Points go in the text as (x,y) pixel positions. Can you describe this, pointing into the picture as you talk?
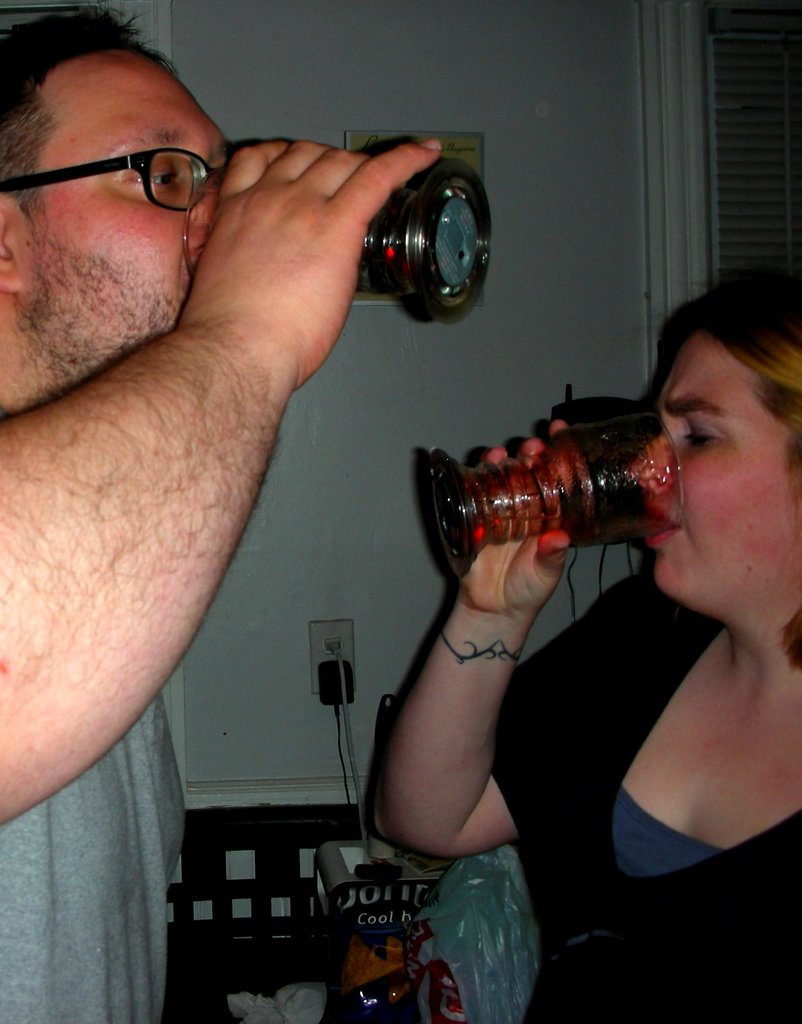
In this image there is a man (96,514) and a woman (607,785) holding glasses (368,252) in their hands (546,462). They are drinking. Behind them there are objects (341,1016) on a chair (236,898). There is a wall (567,140) in the image. There are adapters (349,675) to the power socket (336,658). There is a picture frame (470,135) on the wall (463,128).
